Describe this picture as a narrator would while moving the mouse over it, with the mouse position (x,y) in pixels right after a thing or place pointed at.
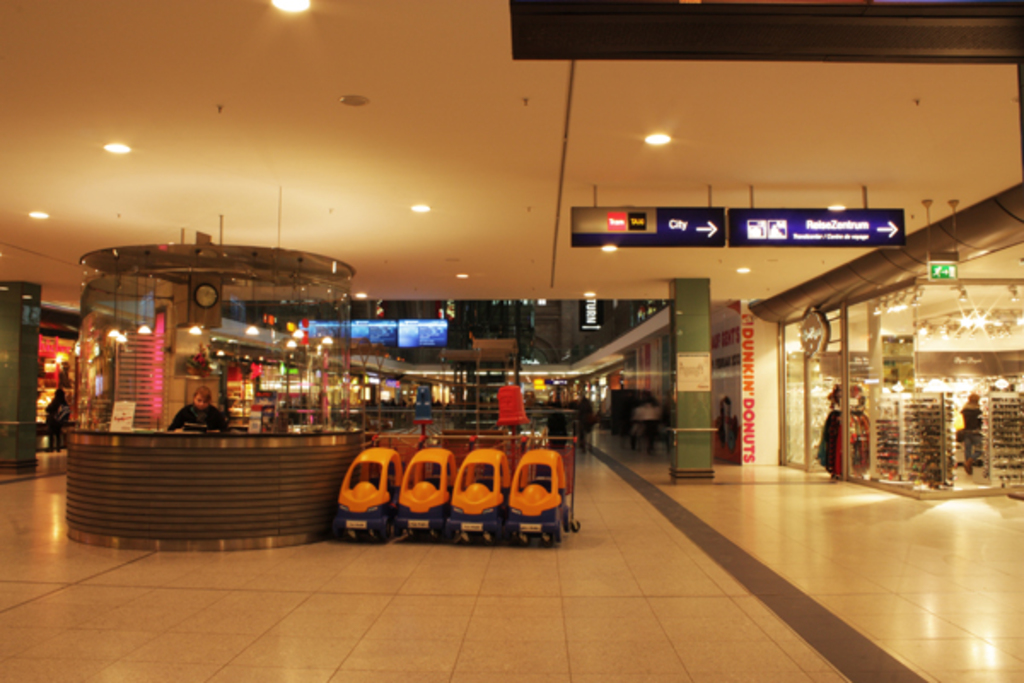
In this picture we can see a few people (198,420) and some objects (832,457) in the stores (219,455). We can see a few objects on the floor (658,522). We can see the text (820,234), signals (762,233) and a few things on the boards (901,231). There are some objects (431,371) visible in the background (601,361).
